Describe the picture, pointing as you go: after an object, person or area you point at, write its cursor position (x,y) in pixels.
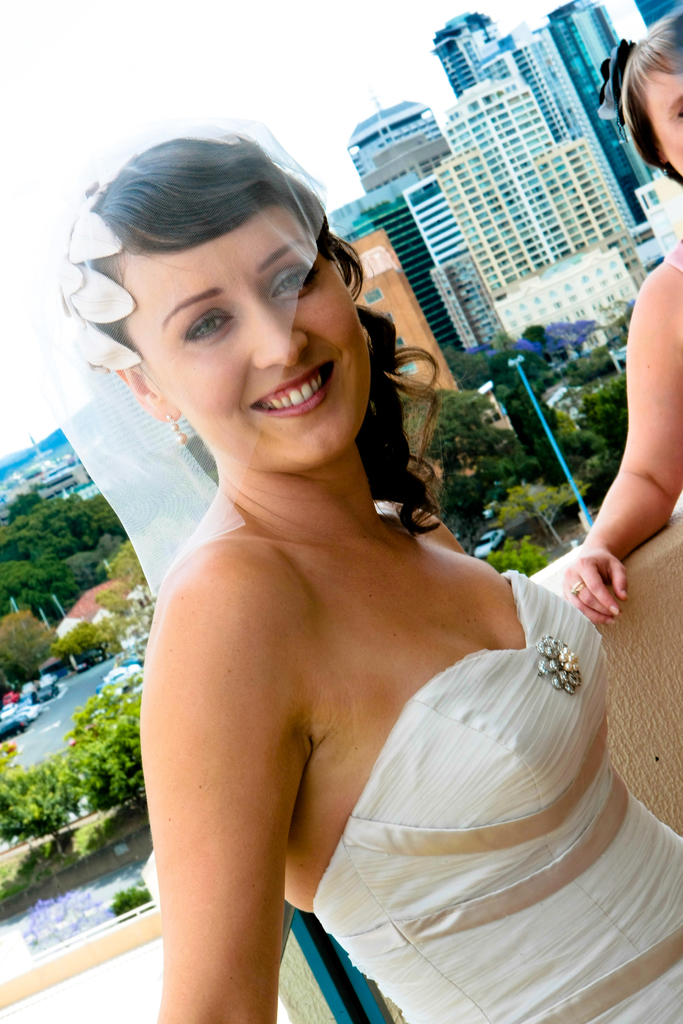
In this image in the foreground (407,494) wearing white dress (451,743), on the back (504,437), I can see many trees (92,714) and building (415,377) and the background (107,9) is white.
